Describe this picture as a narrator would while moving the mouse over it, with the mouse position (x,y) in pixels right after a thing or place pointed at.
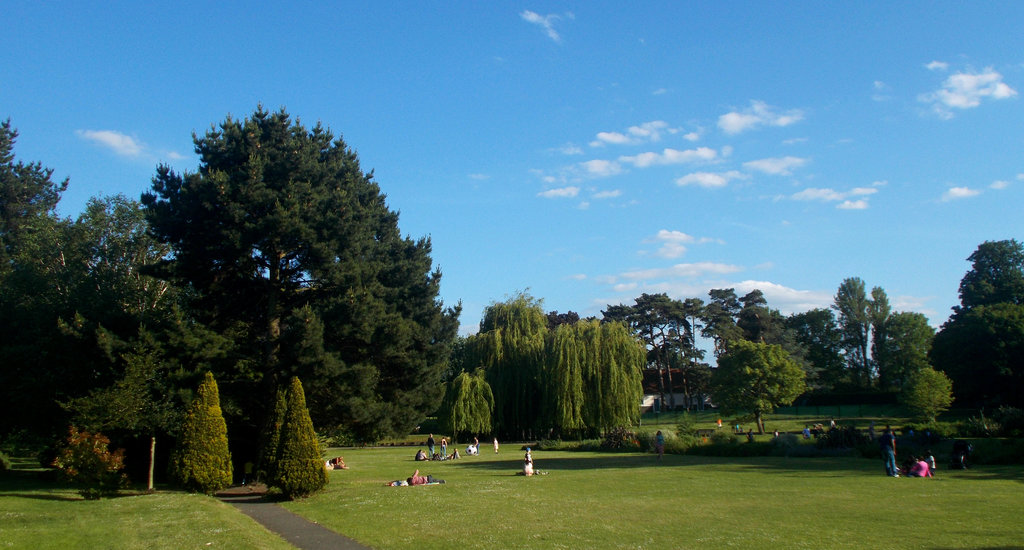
In this image in front (479,483) there is grass (654,509) on the surface (603,503) and we can see some people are sitting on the grass (801,457) and some are standing on the grass (498,465). In the background (488,417) there are trees (224,430), plants (205,434) and at the top (630,176) there is the sky (657,142).
